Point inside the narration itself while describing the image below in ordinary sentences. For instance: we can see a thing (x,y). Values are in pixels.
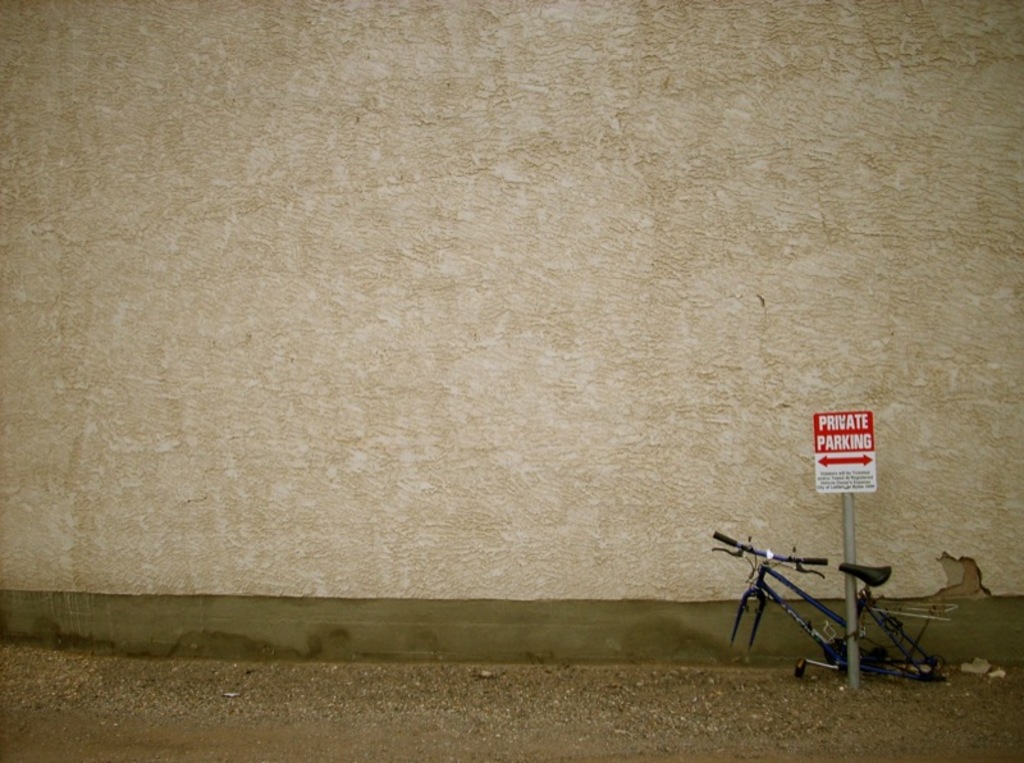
In this image I can see on the right side (736,543) there is the frame of a cycle (826,614) and a parking board (851,483) in red color and this is the wall (485,460).
